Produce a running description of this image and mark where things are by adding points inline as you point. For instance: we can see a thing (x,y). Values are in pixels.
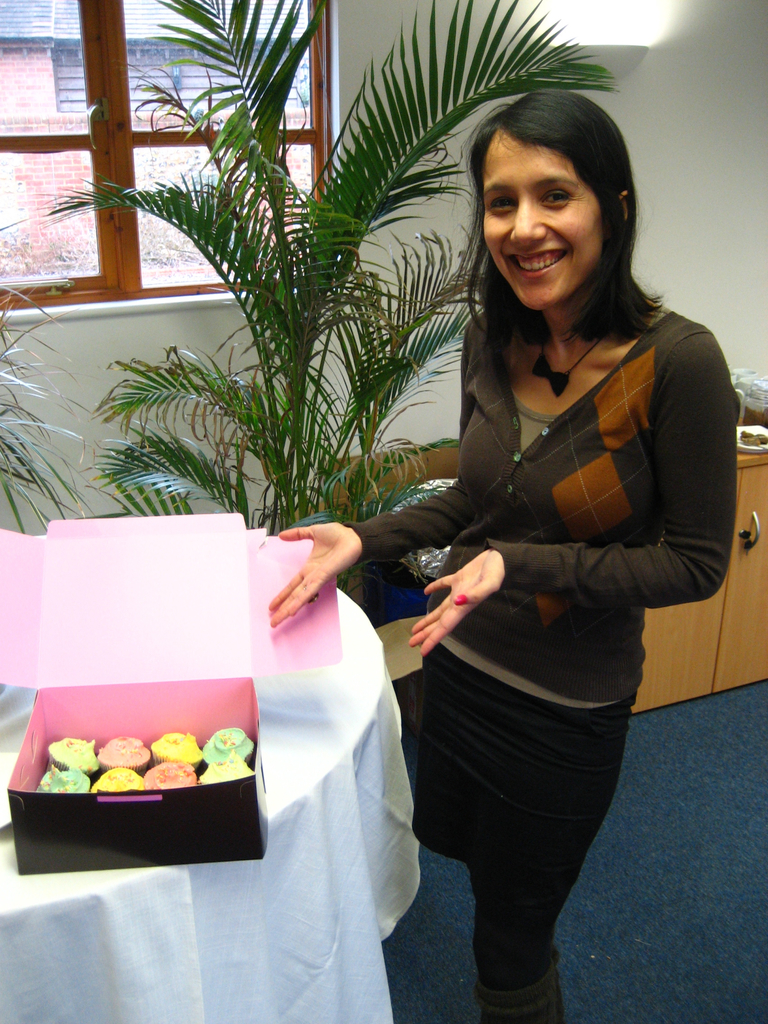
On the left side of the image (73,519) we can see a table (90,890) and a box (139,801) in which food items (191,742) are there. In the middle of the image (419,364) we can see a plant (282,258) and a window (327,33). On the right side of the image (617,419) we can see a lady (583,608) is standing.
